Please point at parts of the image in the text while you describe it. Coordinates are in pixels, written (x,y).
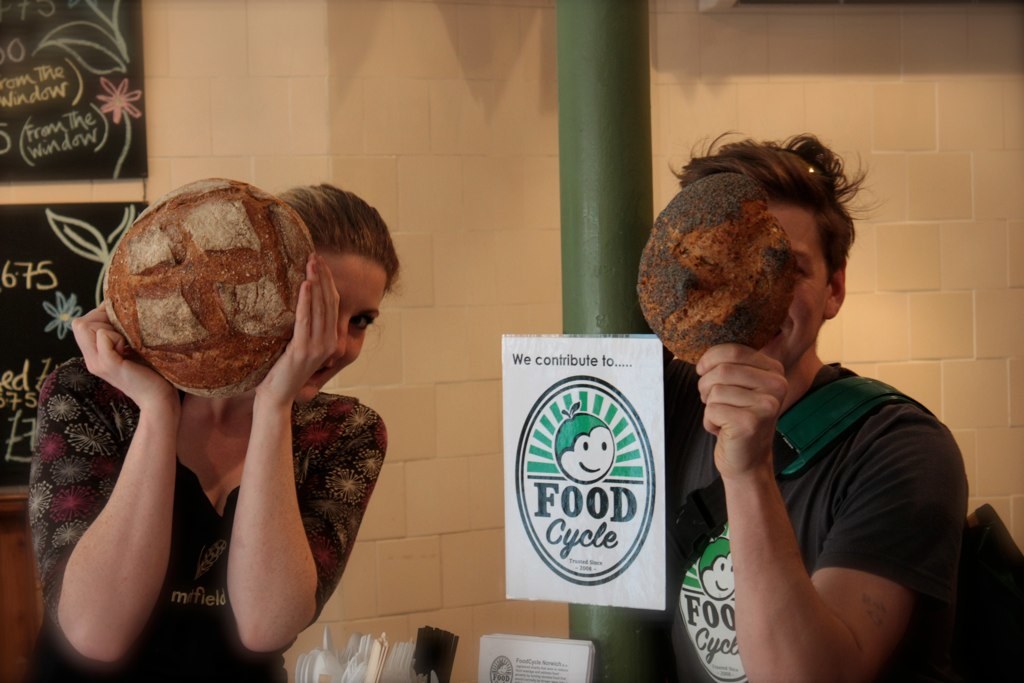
In this image we can see a man (804,527) holding the object (704,330) and also a woman (315,191) holding the other object (276,256). Image also consists of a pole (626,251). We can also see the poster (587,417) with text (578,512) attached to the green color pole (658,644). In the background (20,104) we can see the black color text boards (55,204) and are attached to the wall (382,96). We can also see the spoons (322,663) at the bottom (374,668).
